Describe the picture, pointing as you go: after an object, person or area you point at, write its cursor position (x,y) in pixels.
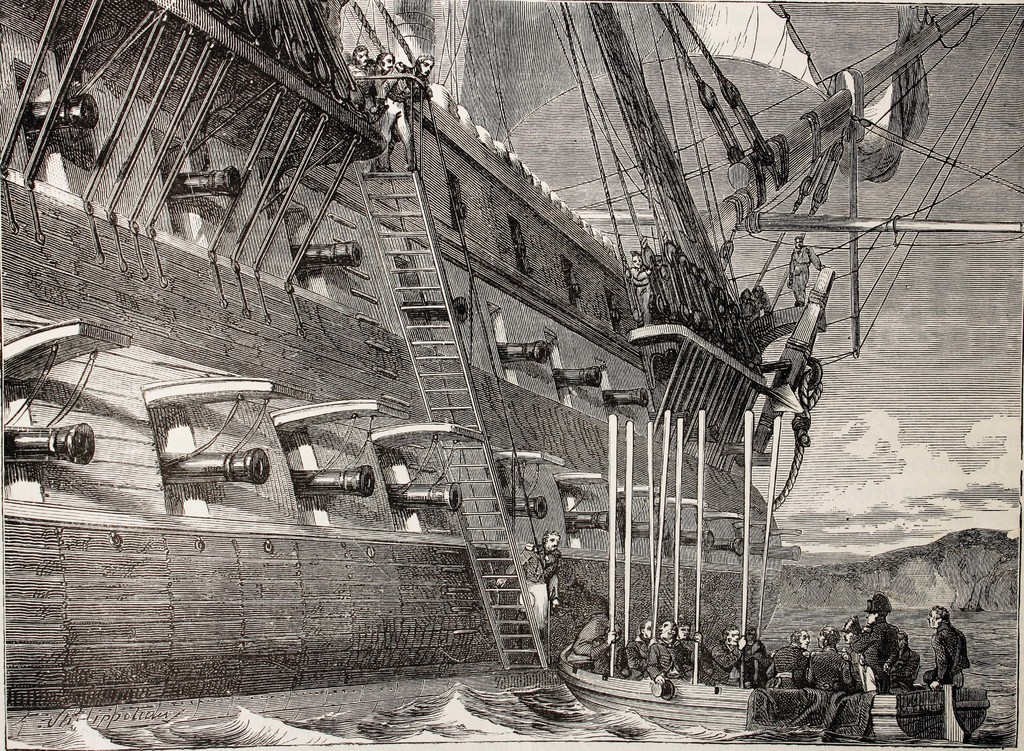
It's a black and white picture, in the left side (152,199) it is a very big ship (351,315), there are few men (388,63) on the ship (449,165) and in the right side (945,613) it is a boat (908,695) on the sea (486,723), few people (878,628) are travelling in this.
